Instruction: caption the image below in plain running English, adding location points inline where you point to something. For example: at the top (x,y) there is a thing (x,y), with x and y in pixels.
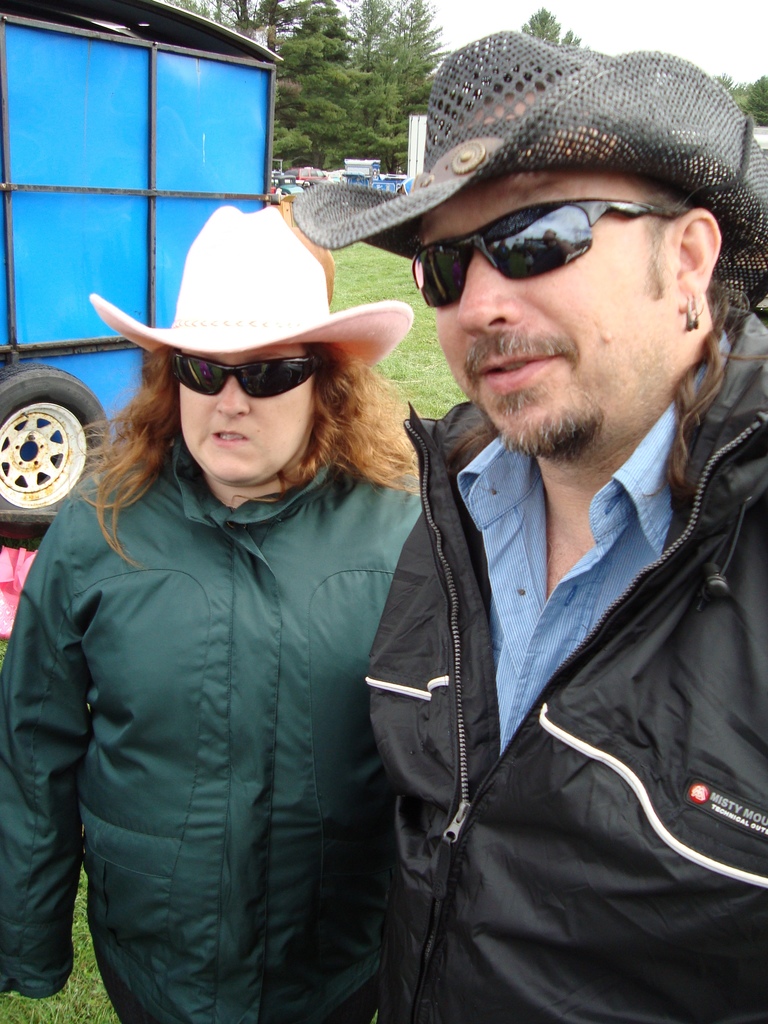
In this picture there is a man (714,351) who is wearing hat (548,56), goggle (626,202), shirt (649,506) and jacket (682,721). He standing near to the woman (352,450) who is wearing hat (203,327), goggle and green jacket (141,739). On the left (43,388) we can see the tire (22,417) near to the hut (61,244). In the background (317,112) we can see many trees (336,118) and vehicles (300,191). At the top (561,7) we can see the sky (568,8) and clouds (626,3). In the bottom left corner (72,978) we can see the grass (83,997).
